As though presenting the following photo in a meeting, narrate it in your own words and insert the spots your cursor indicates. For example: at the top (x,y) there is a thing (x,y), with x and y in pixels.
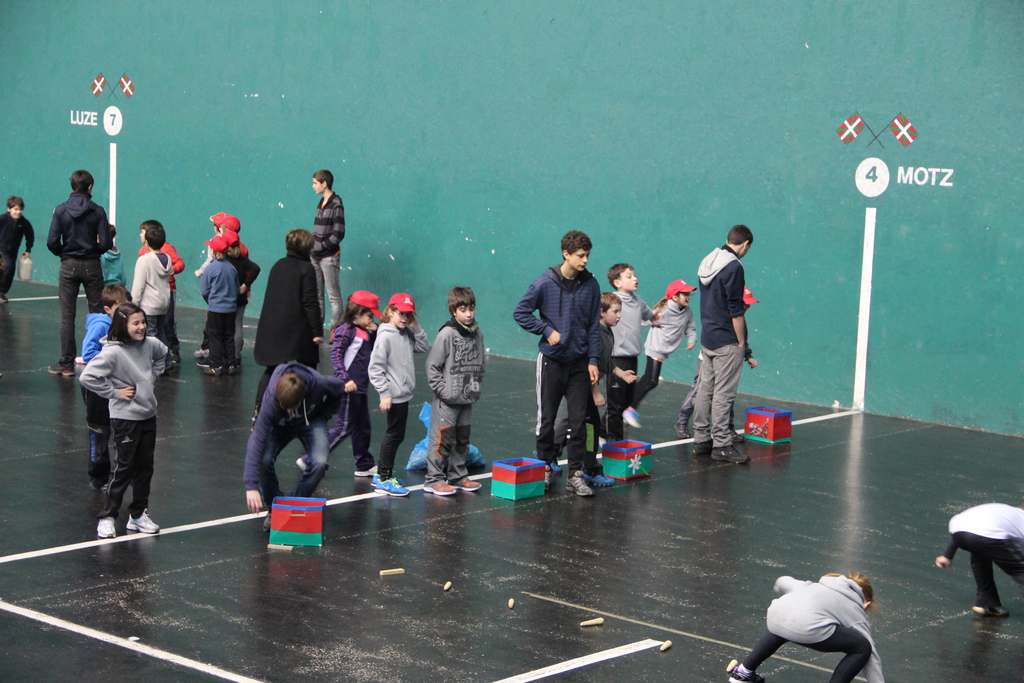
In this image I can see the black and white colored floor (536,597) and on it I can see number of colorful boxes (751,429) and number of persons (362,366) standing. In the background (702,164) I can see the green colored wall (563,114) and some flags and the white colored line (870,220) is painted on the wall (45,236).
